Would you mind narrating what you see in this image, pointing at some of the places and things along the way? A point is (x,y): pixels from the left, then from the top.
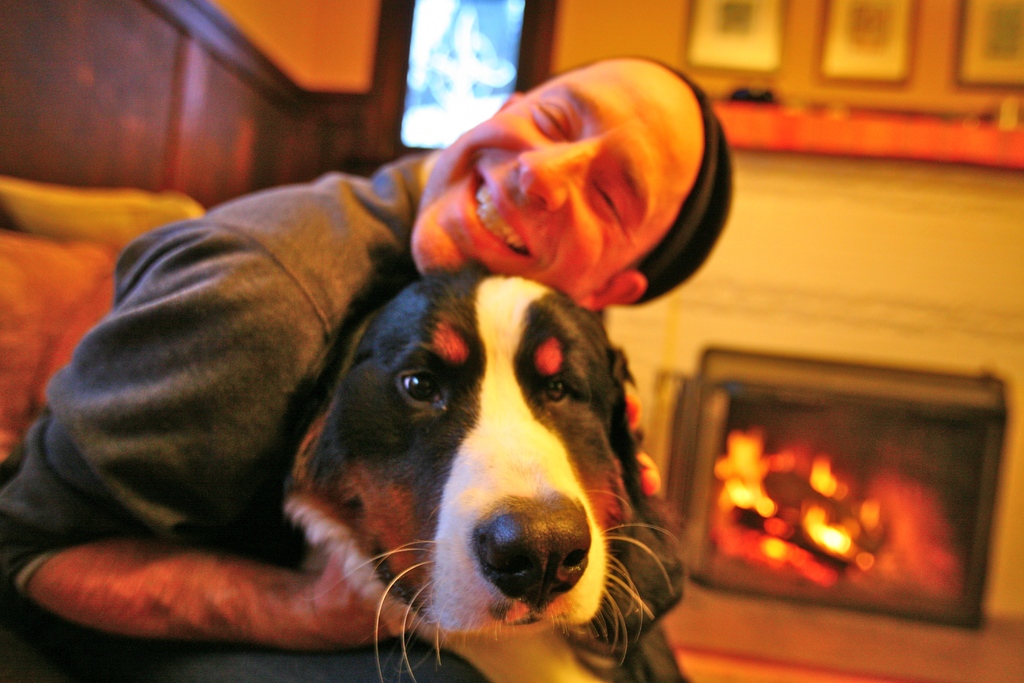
In this image i can see a person (498,191) smiling and a dog (447,448). In the background (778,503) i can see a fireplace (890,487), a wall (885,286) and photos (839,48) attached to a wall (927,17).
